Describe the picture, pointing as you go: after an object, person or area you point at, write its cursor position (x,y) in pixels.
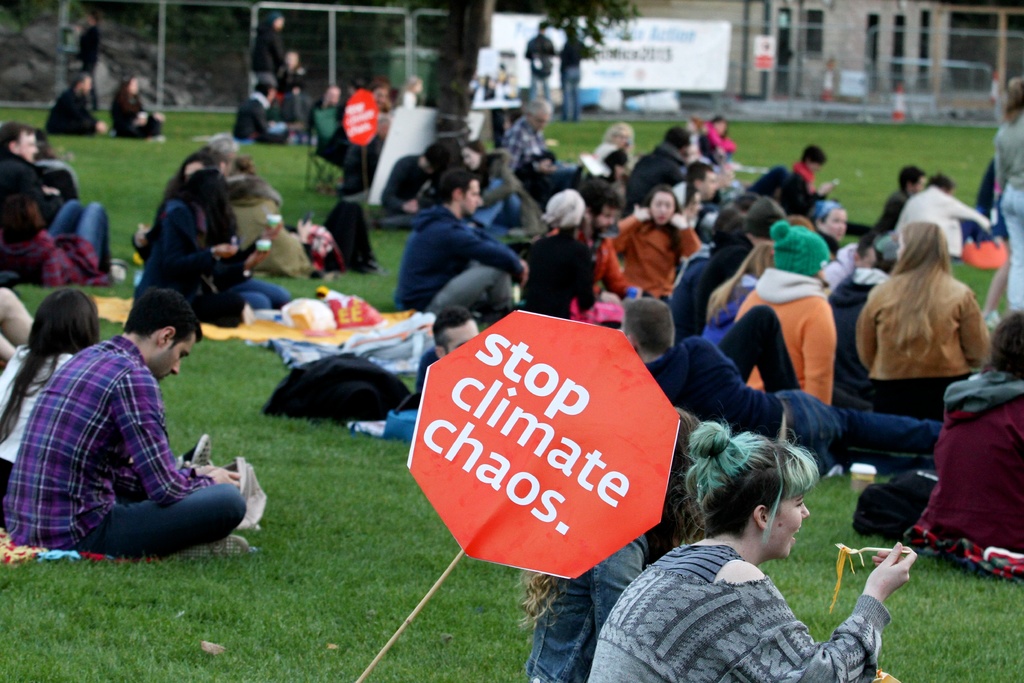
This is an outside view. In this image I can see many people (946,243) are sitting on the ground (305,610). There are many clothes (334,360) and bags (351,380) and also I can see few boards (369,119) which consists of some text (519,477). In the background (536,95) two persons (546,65) are standing and also I can see a building (958,42). At the top of the image (695,53) there is a white board (654,58) on which I can see some text (660,60). On the ground (394,619), I can see the grass (247,625).
